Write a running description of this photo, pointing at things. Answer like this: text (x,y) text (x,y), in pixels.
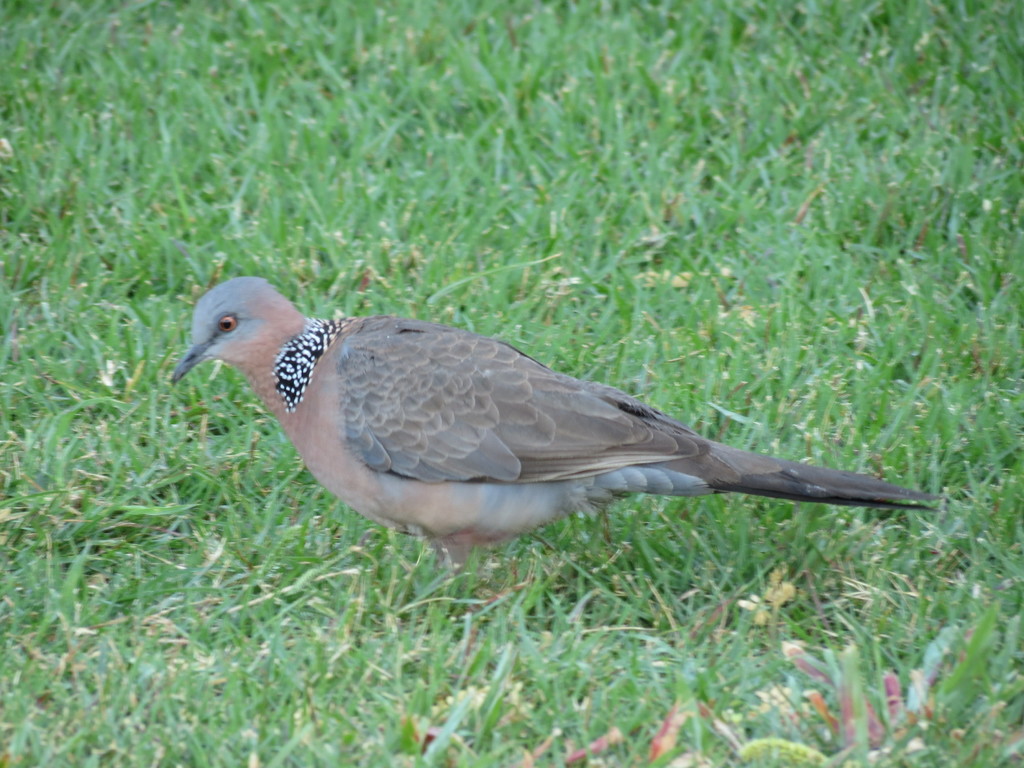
There is one bird (363,427) present on a grassy land (209,363).
